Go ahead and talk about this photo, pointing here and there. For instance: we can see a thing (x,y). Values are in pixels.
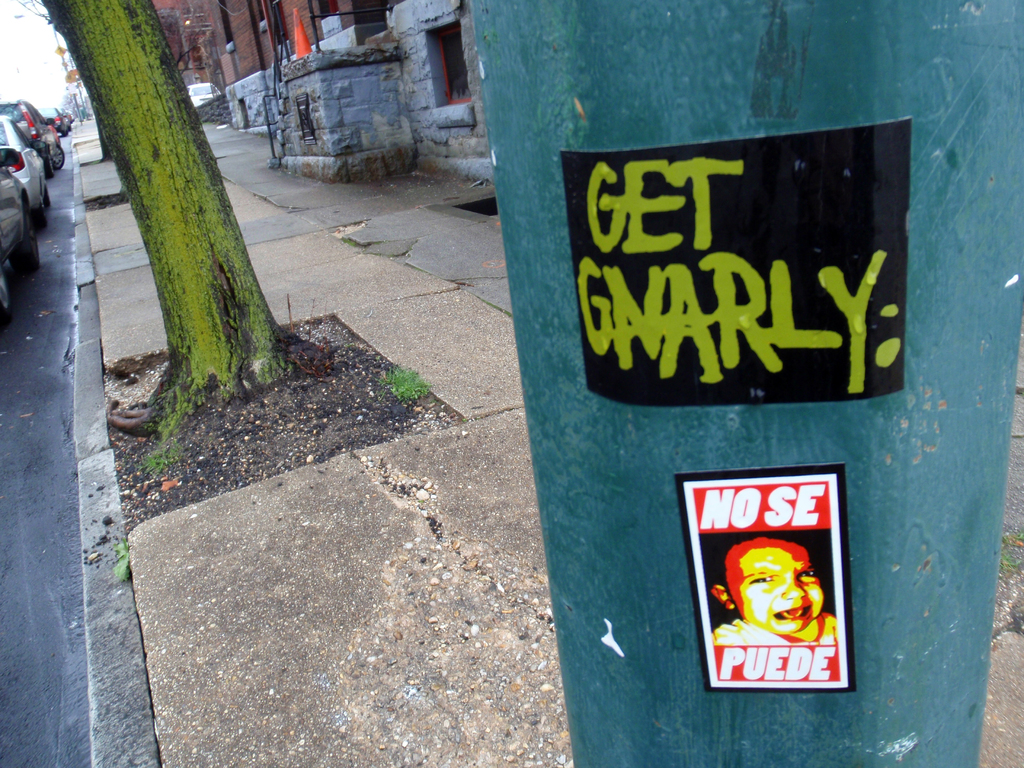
On the left side of the image (31,283) we can see cars (25,237) on the road (48,637). On the right (981,378) there is a pole (872,762) and we can see posters (743,487) pasted on the pole (766,454). There are trees (188,197). In the background (183,77) there are buildings (363,19) and sky (23,49).
